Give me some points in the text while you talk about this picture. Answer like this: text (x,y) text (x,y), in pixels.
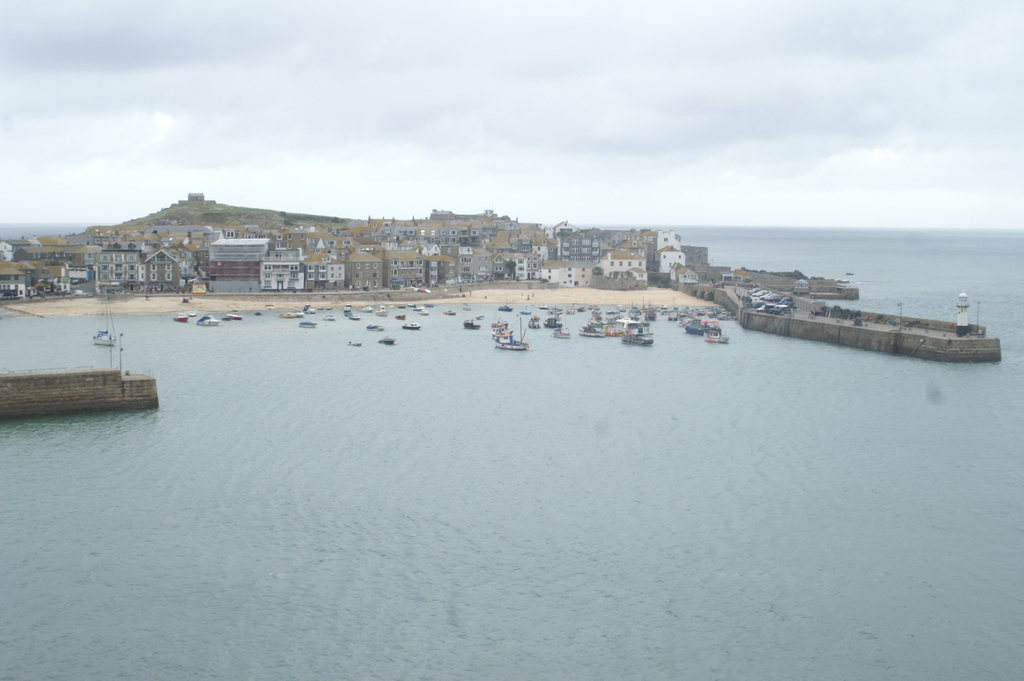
In this picture we can see a group of boats (558,321) on water (671,370), vehicles (749,302) on the road (786,315), buildings (508,225) with windows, hill (178,208) and in the background (959,70) we can see sky (595,55) with clouds (216,112).
